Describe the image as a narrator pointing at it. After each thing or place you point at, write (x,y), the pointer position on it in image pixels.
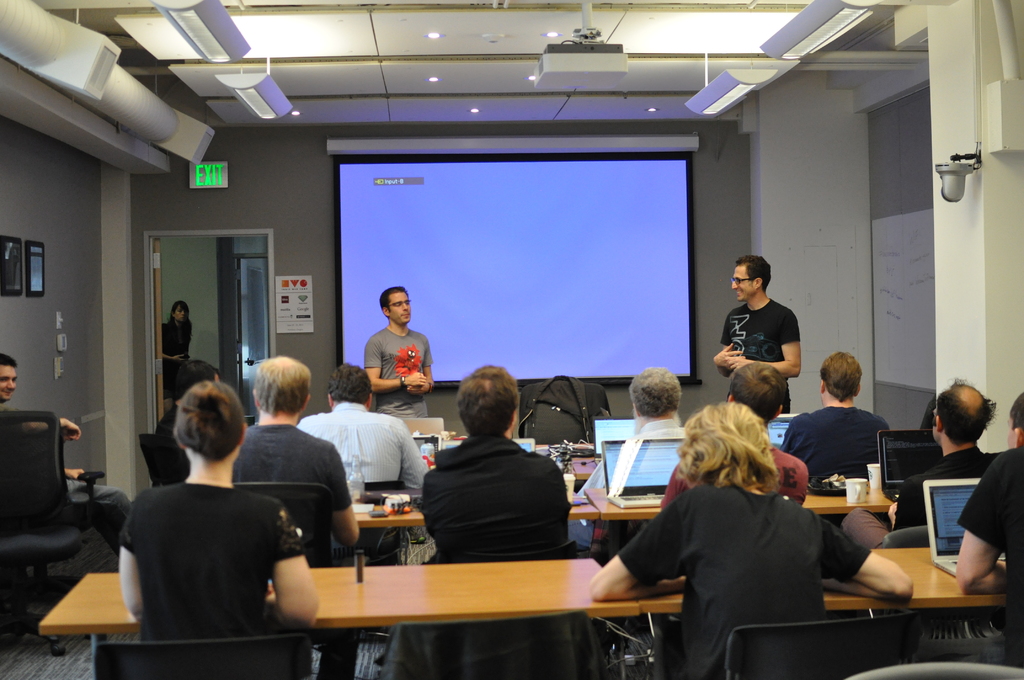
In this image there are group of persons (760,557) sitting on the chairs (308,502) at the background of the image (428,365) there are two persons (416,349) standing and there is a projector screen (381,223), projector (551,86) and at the left side of the image (167,324) there is a woman (174,390) standing outside the door (239,335).
